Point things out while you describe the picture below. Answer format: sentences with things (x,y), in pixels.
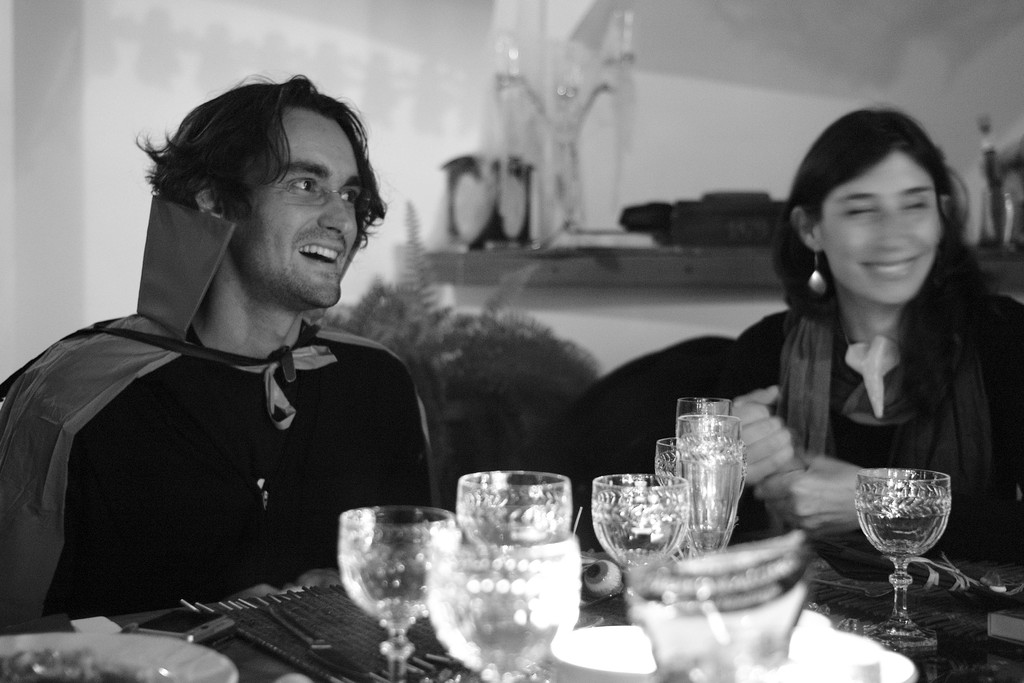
In this picture we can see one man (275,311) and woman (925,160) sitting on chair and they are smiling and in front of them we can see glasses (571,553), bowl (631,640), plate (144,647), mobile (189,629), knife (298,625), spoons (300,627) on table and in background (400,141) we can see wall (466,109).
